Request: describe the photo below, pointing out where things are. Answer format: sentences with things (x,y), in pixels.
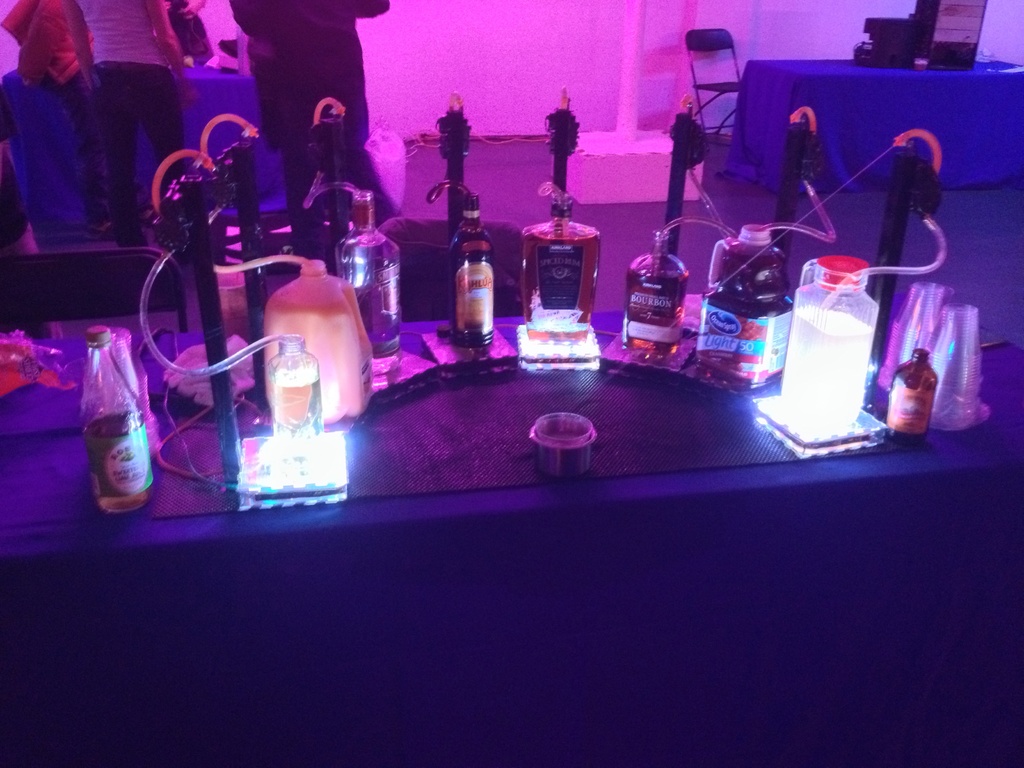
In this image there is a table (471,500). There are bottles (552,247) and glasses (937,313) on the table (537,500). Behind the table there are a few people (179,43) standing. At the top (504,25) there is the wall (546,24). In the top right (892,75) there another table (891,88). Beside the table (762,62) there is a chair (691,68).
